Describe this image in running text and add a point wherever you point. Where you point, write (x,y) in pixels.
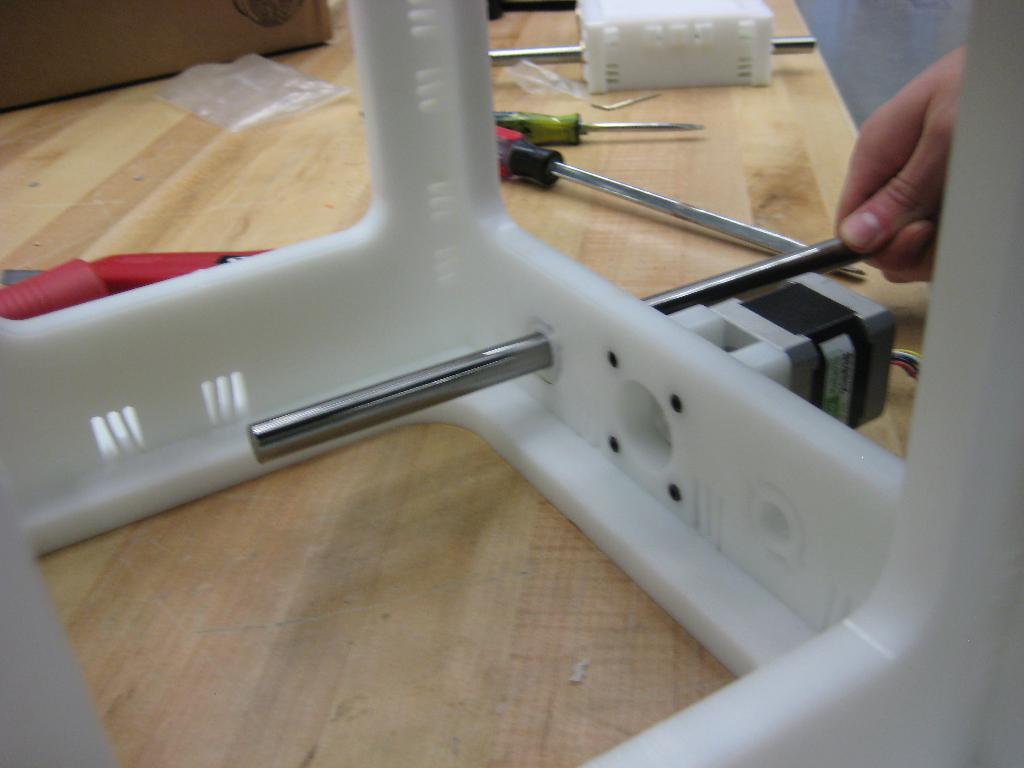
In the center of the image (523,509) we can see one table (642,636). On the table (535,551), we can see one white color object (351,312), One white color box (648,45), screwdrivers (567,173), one red color object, one brown color box (91,59) and a few other objects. On the right side of the image (915,201), we can see one human hand (886,221) holding some object (816,265).
